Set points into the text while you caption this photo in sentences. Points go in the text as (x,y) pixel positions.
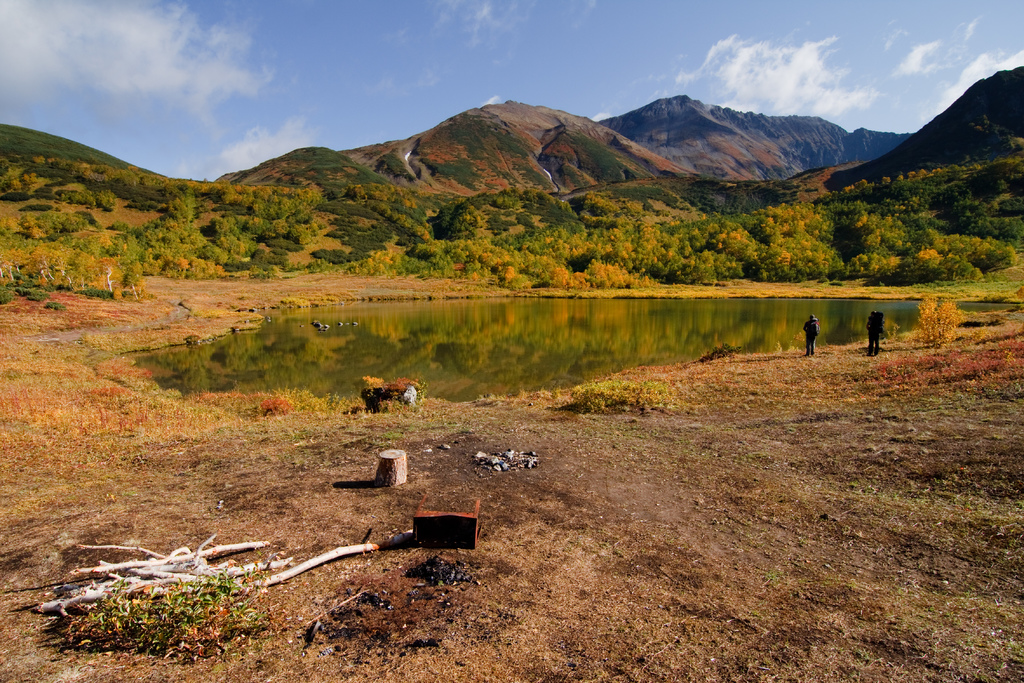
In this image we can see wood (230,575) on the land (671,532). In the middle of the image (558,335) we can see water body (612,339). There are two men (869,331) standing on the land (856,362) on the right side of the image (810,352). Background of the image (60,252), we can see plants (330,220) and mountains (700,167). At the top of the image (581,51), we can see the sky (505,32) with some clouds (96,11).
